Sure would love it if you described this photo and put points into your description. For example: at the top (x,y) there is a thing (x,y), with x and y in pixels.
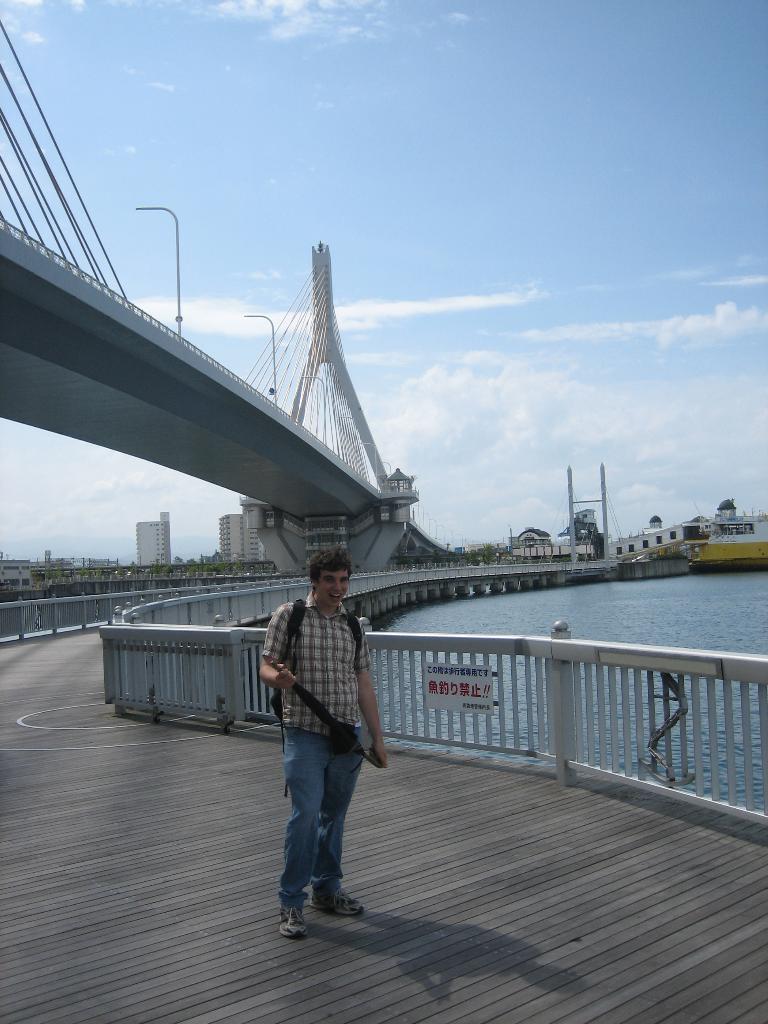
In the foreground of this image (361,699), there is a man (323,879) standing on the path (416,945). In the background (564,713), there is a railing (227,637) of a bridge (191,647), a flyover (258,444), water (572,612), buildings (232,549), sky (477,397) and the cloud (485,391).
